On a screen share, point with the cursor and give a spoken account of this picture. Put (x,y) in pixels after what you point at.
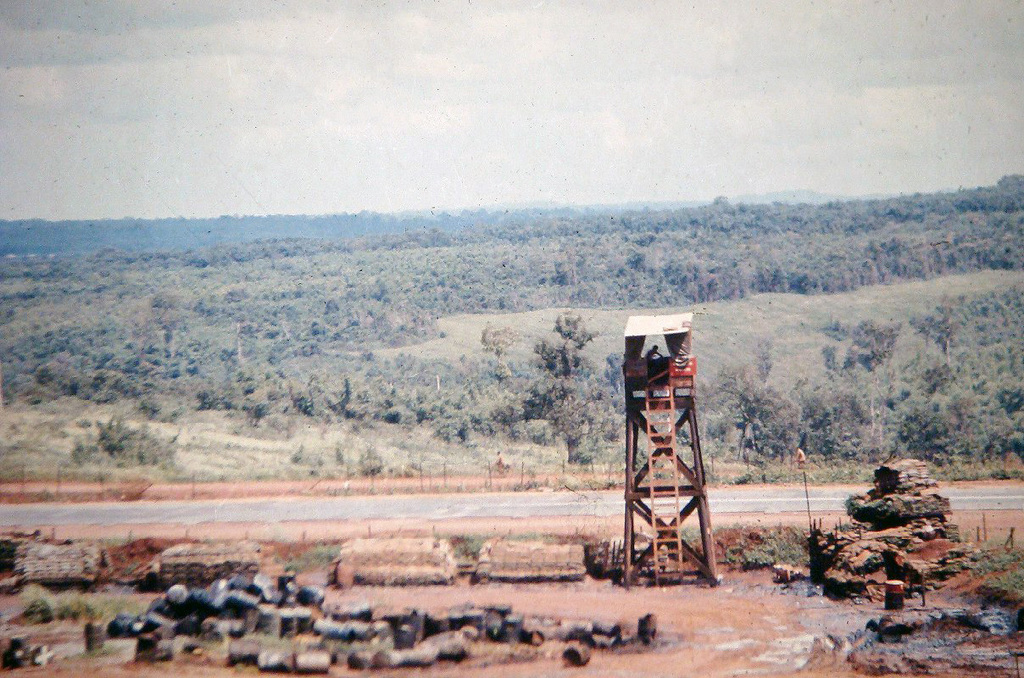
In this image we can see a wooden tower (642,345) with the roof (633,330), person (651,358) and also the ladder (679,552). Image also consists of many trees (975,224). At the top (626,115) there is sky (488,94) and at the bottom (224,514) we can see the road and also the water drums (319,630) on the land (837,633).
